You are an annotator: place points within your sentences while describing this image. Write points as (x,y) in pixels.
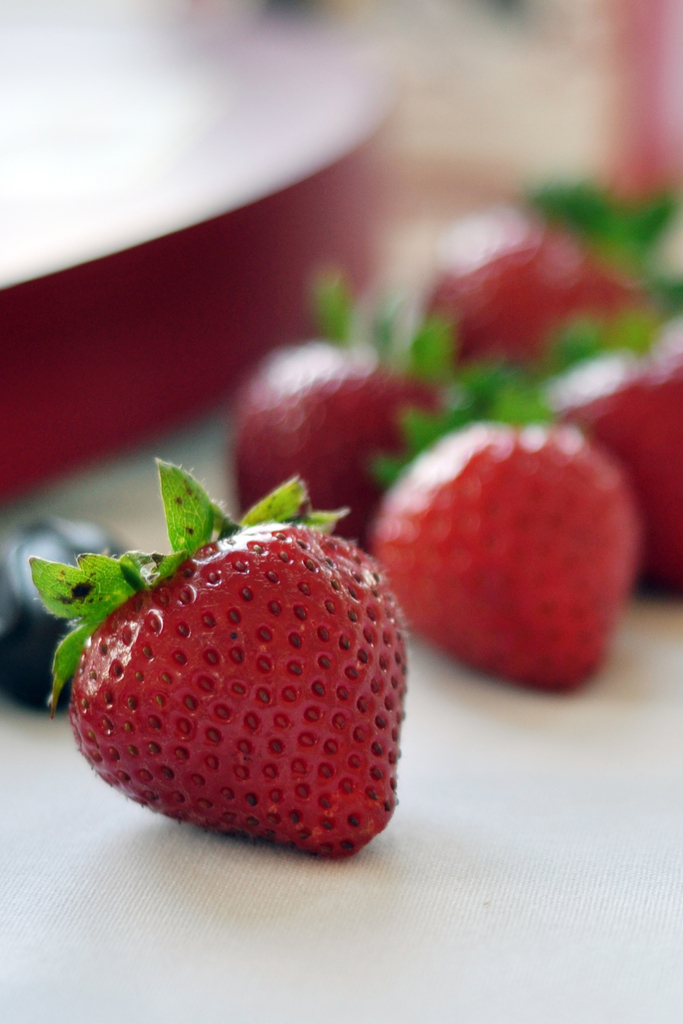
In this image there are strawberries (339,699), in the background (419,613) it is blurred.
